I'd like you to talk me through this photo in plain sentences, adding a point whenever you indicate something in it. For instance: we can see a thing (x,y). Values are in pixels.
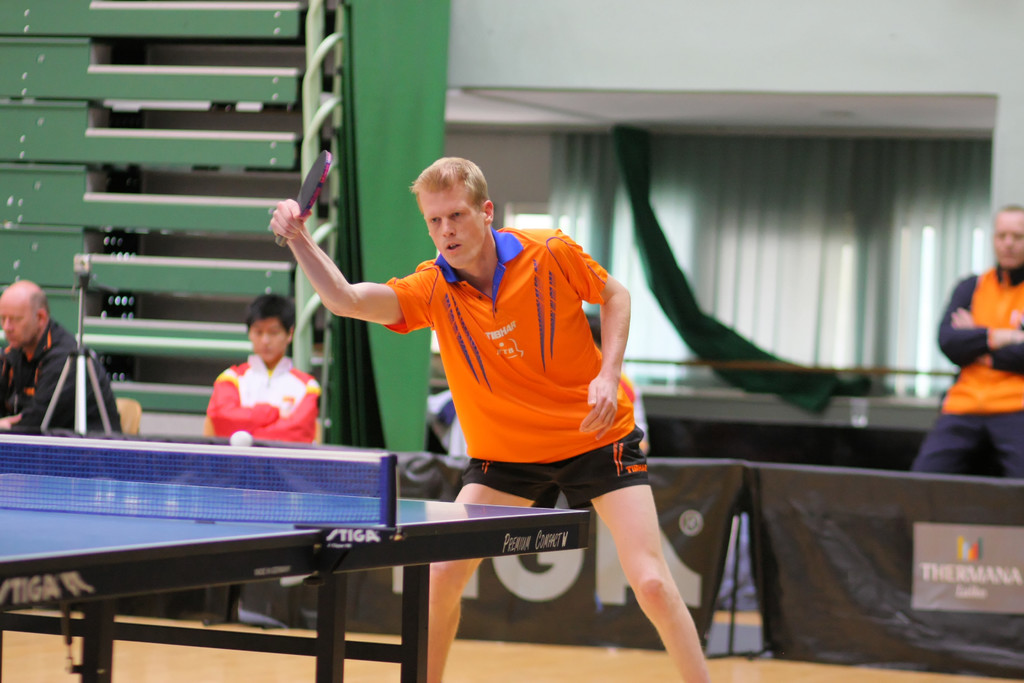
This person (460,308) standing and holding bat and playing table tennis, these two persons (244,407) are sitting on the chairs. Behind this person (300,252) we can see wall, curtain (902,324), person (973,317), banners (967,642).
